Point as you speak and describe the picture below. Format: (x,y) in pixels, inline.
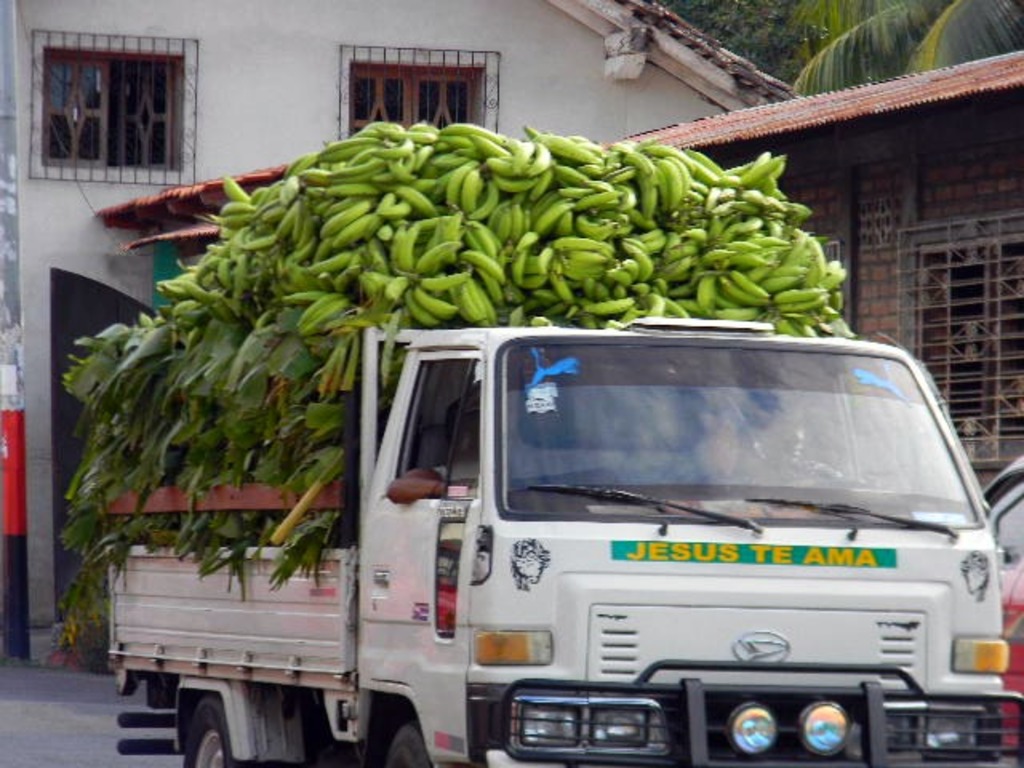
In this image we can see a truck (443,349) with bananas (535,228). In the background of the image (106,204) there is a house (545,77), trees (892,30). At the bottom of the image (96,754) there is road (80,753).
